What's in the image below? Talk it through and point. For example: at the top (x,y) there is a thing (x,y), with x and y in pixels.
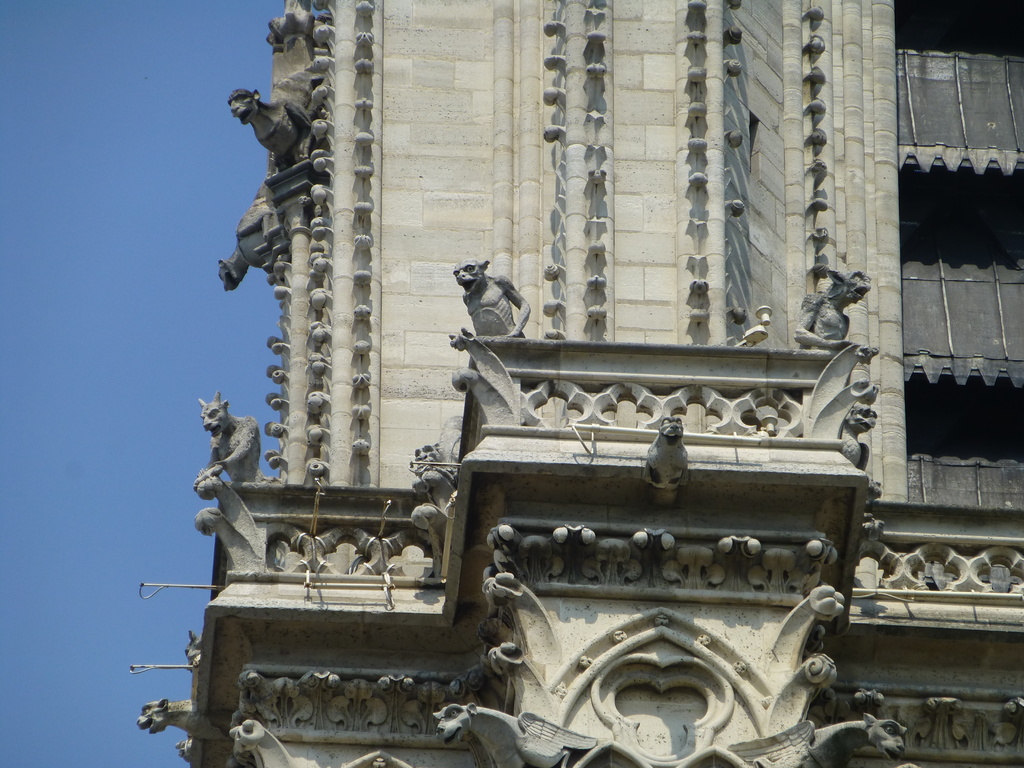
In this image there is a building (552,492). In the background (92,499) there is a sky (100,548).
